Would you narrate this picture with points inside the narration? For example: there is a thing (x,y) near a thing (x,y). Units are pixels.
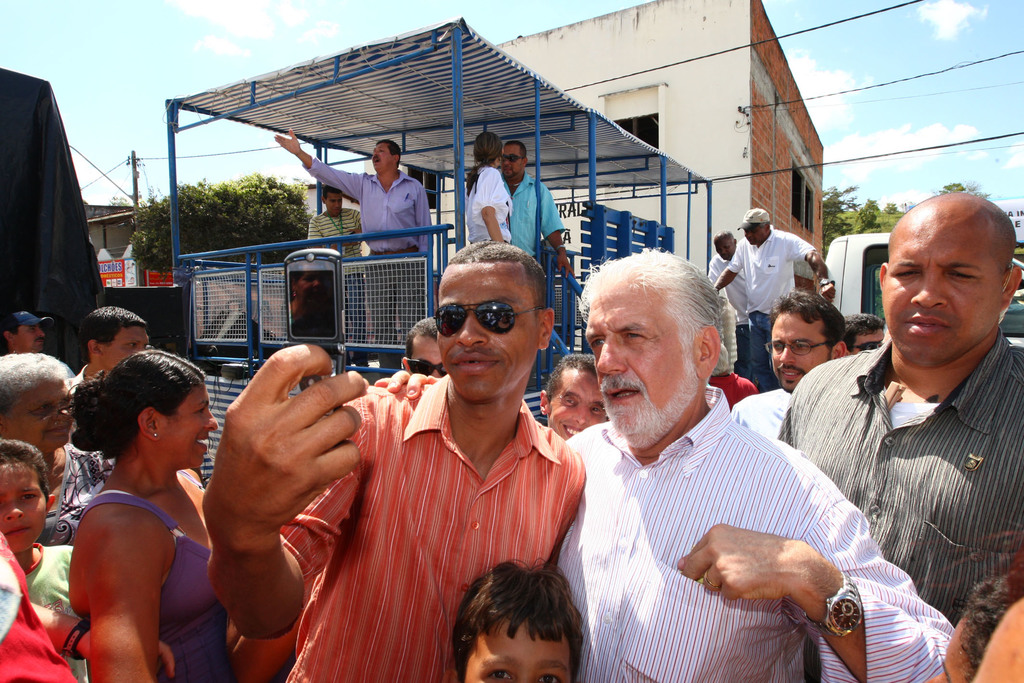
In this image we can see the people (488,393) standing and few people (371,221) standing under the shed (410,112). We can see a vehicle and a cloth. In the background (234,216), we can see the buildings (606,76), trees (290,197), pole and sky (250,50).
